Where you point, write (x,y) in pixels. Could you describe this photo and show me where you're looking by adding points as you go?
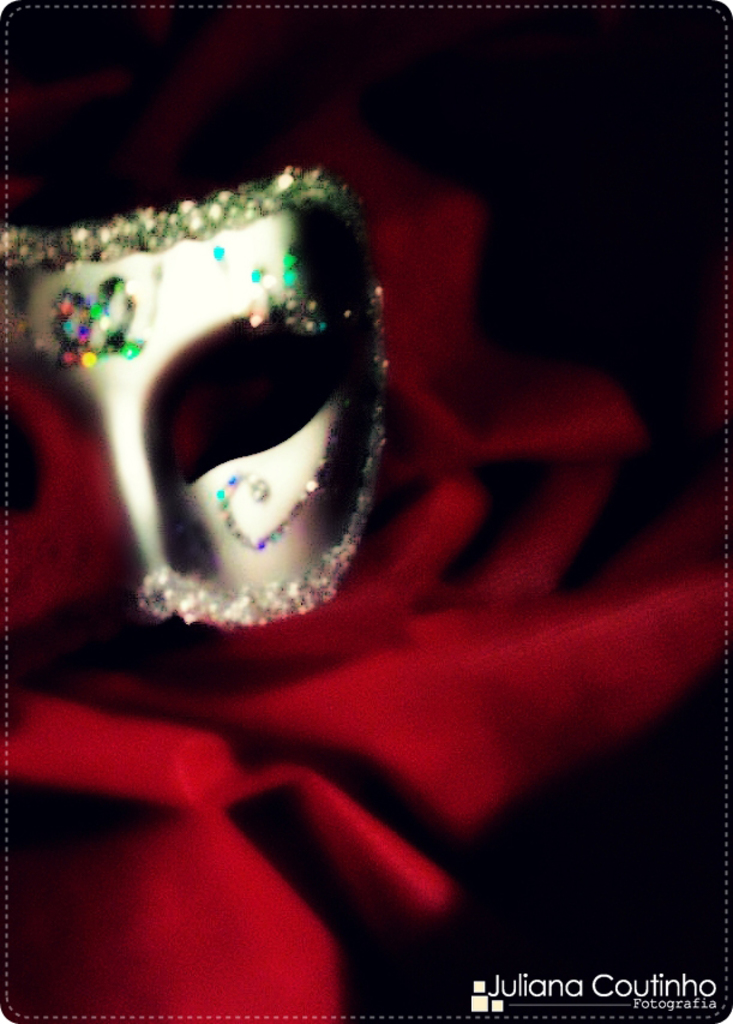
This image is an edited image. At the right bottom of the image (553,990) there is a text (601,994) on the image. On the left side of the image (144,308) there is a mask (273,458) with a few glitters (88,237) on it. In the middle of the image (390,680) there is a cloth (522,621) which is dark red in color.
